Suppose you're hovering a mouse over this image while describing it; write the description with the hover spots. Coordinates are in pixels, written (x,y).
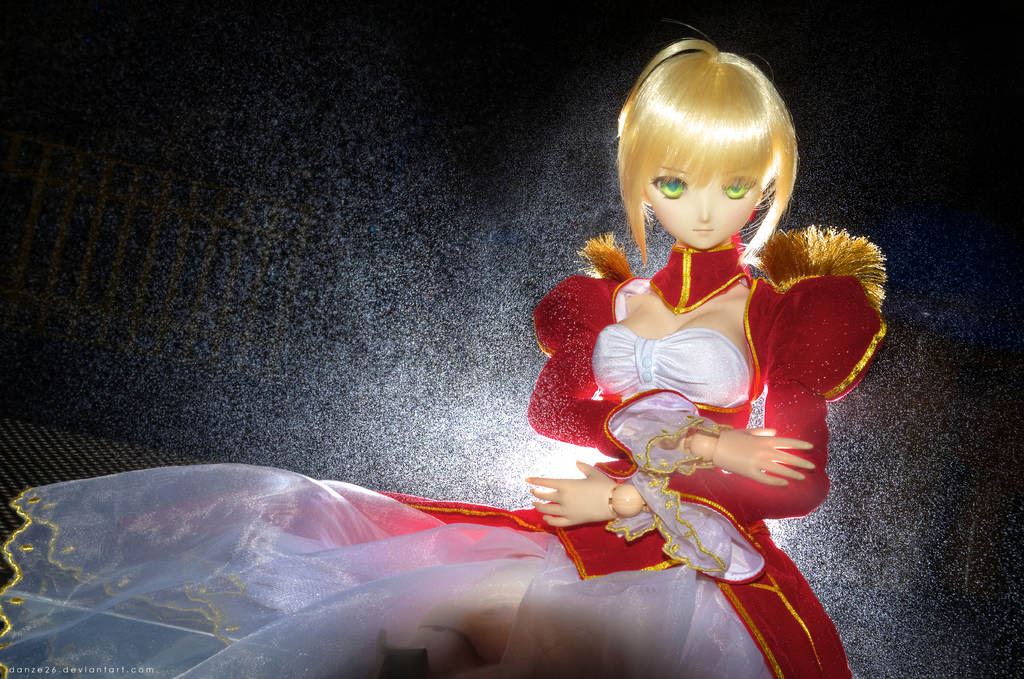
In this image I can see a doll (682,327) which is cream in color and wearing red and white colored dress (678,387). I can see the black colored background.
